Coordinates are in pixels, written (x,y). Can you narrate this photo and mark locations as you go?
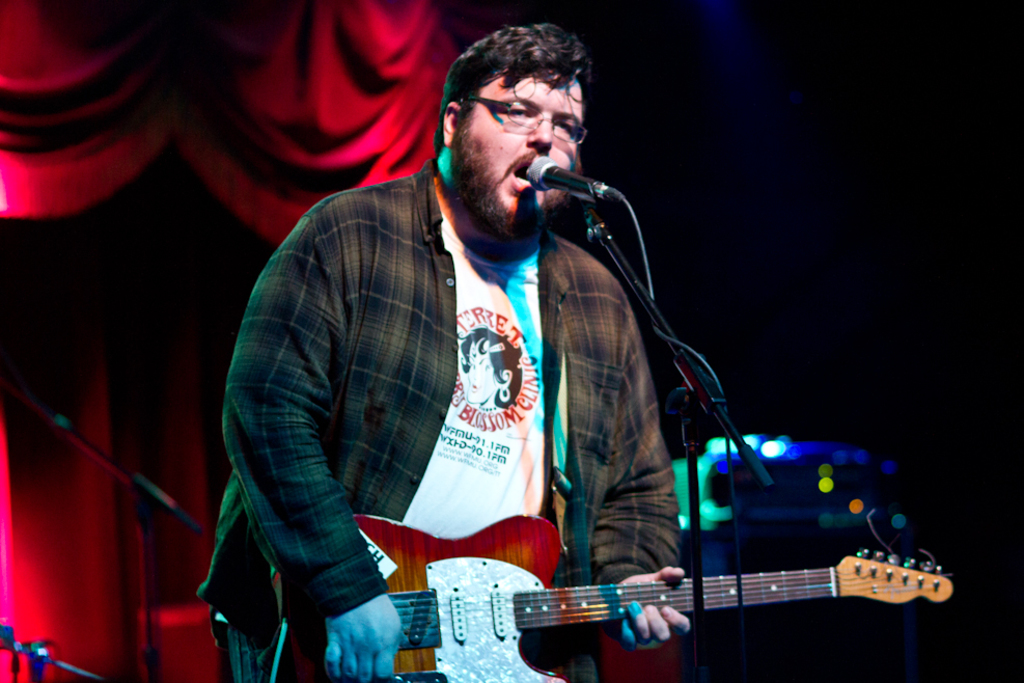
In this picture there is a man (564,70) who is standing and playing the guitar (407,663) and his also singing there is a microphone stand (599,214) in front of him and in the background (151,177) in red curtains (64,118).
